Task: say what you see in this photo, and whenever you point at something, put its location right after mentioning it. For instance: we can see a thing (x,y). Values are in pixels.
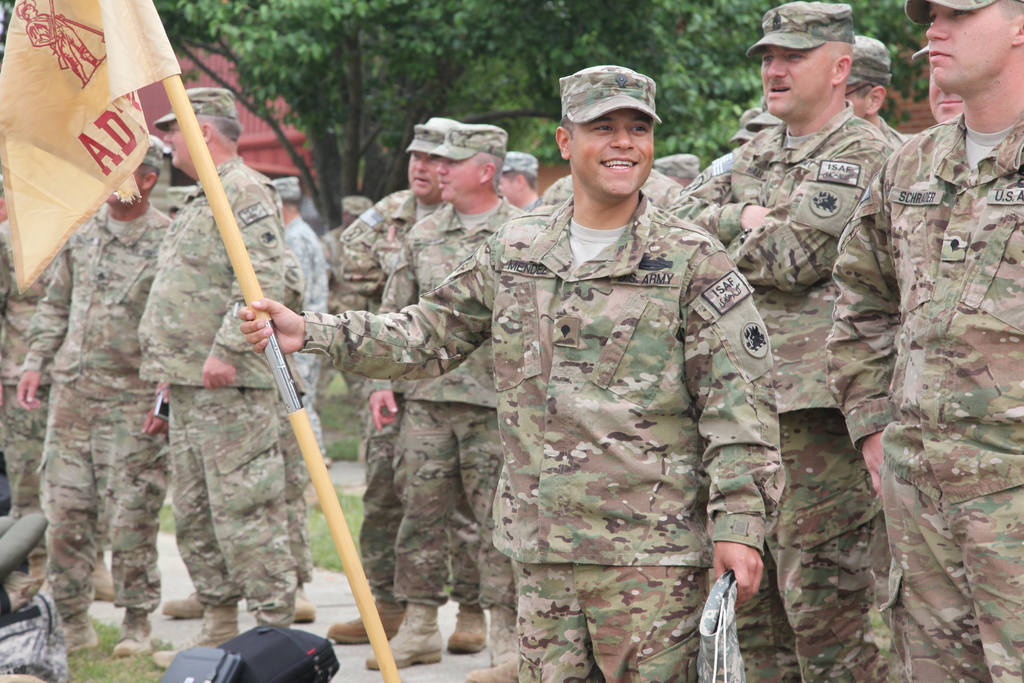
This picture shows few people (672,554) standing and we see a man (628,233) holding a flag (61,13) in his hand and a bag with another hand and we see all the people (803,252) wore caps (883,58) on their heads (590,66) and we see few bags (261,639) on the floor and we see trees (733,69) and a building (269,135) and we see grass (326,535) on the ground (332,559).
